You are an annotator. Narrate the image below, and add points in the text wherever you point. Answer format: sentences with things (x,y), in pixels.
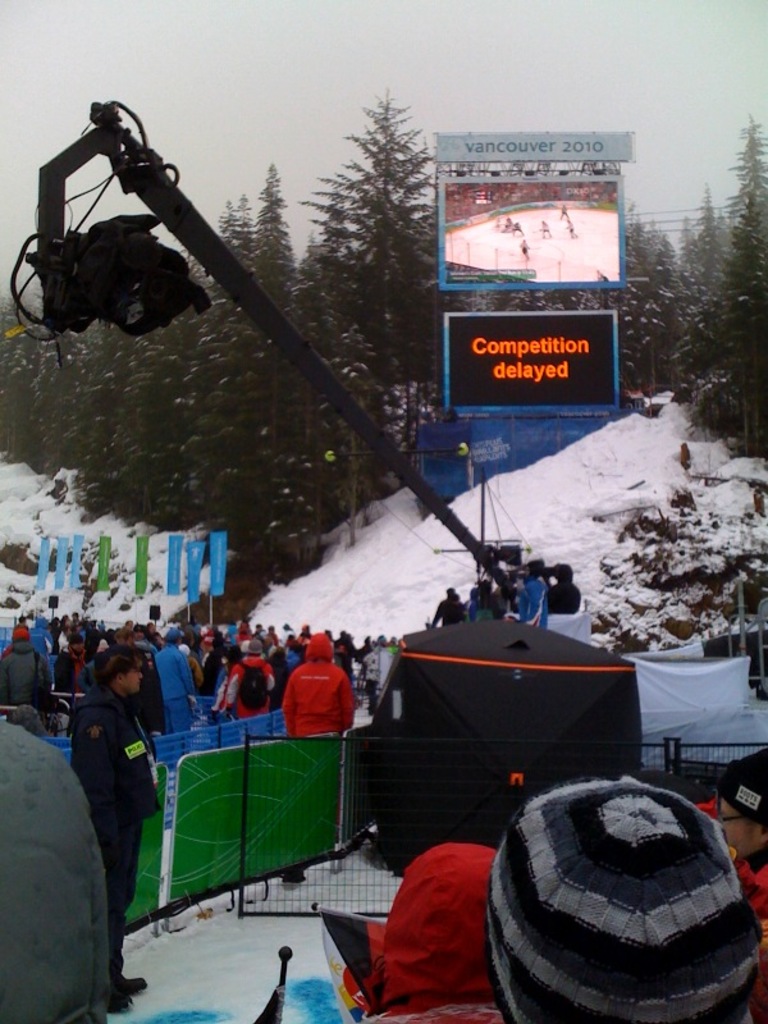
In the picture we can see some people (63,919) are standing in the snow surface (285,936) with jackets (10,766) and caps (500,983) and near to them we can see a railing (181,835) and behind it also we can see many people (56,639) with jackets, caps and bags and behind them we can see a crane stand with camera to it and behind it we can see a snow slope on it we can see two hoardings (482,188), in one we can see a some players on the ground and in the second we can see competition delayed and behind it we can see many trees (758,337) and the sky (664,66).
